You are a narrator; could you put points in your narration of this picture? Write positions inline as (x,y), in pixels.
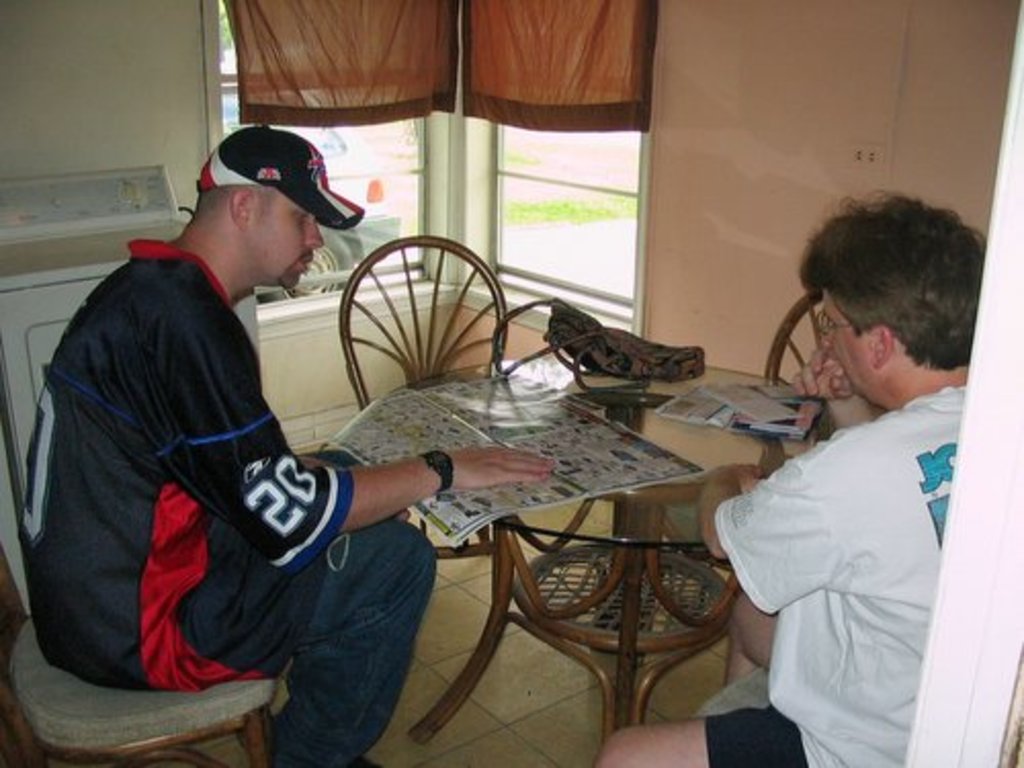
In this image there is a man (190,500) sitting in the chair (60,684) by keeping his hand (536,466) on the news paper (557,454) which is on the table (684,388). On the right side (814,590) there is another person (778,654) who is also sitting in the chair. In front of him there is a table (671,425) on which there is a bag (611,356) and papers (715,410) beside it. In the background (454,153) there is a window (440,169) to which there are curtains (455,45). On the left side (48,271) there is a machine (60,284) in the background (62,281). Through the window (469,166) we can see that there is a car (365,169) on the road (561,235).
